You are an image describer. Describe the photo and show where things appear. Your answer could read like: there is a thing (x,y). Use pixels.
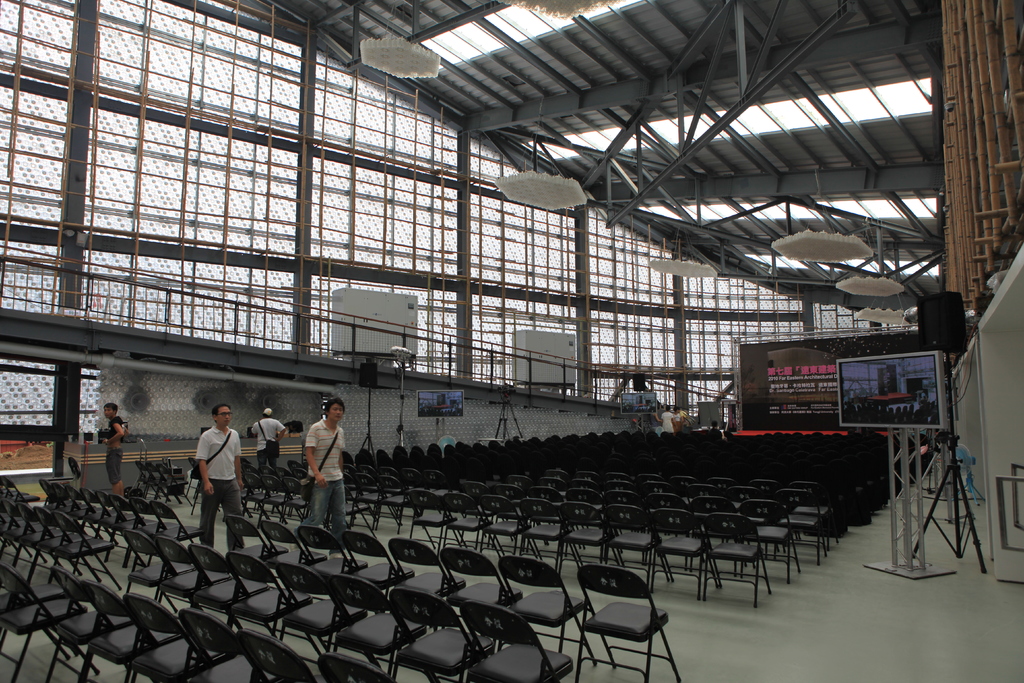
This image is taken from inside. In this image there is a stage (809,402), in front of the stage (824,395) there are so many chairs (361,674) and few people (317,493) are walking on the floor (800,635) and there are few speakers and screens (845,403). At the top of the image (628,80) there is a ceiling (654,86). In the background (341,249) there is a wall (188,286) with glasses (654,330).
